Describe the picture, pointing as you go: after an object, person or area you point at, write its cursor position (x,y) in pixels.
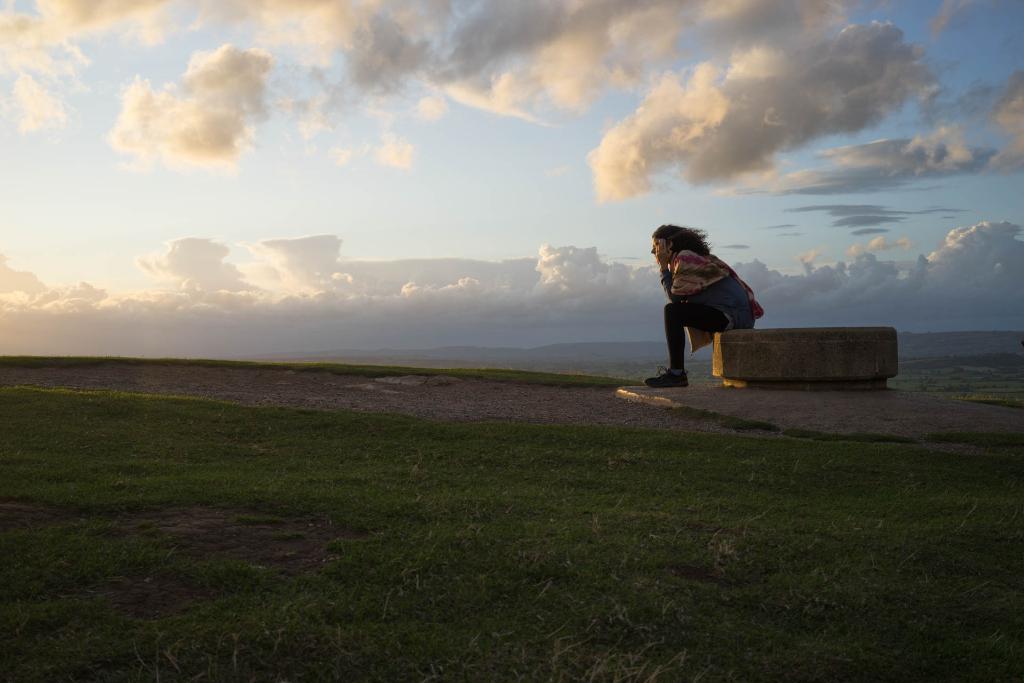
There is a person (693,310) sitting on surface (727,342) and we can see grass (513,489) and sky (538,206) with clouds (571,7).
